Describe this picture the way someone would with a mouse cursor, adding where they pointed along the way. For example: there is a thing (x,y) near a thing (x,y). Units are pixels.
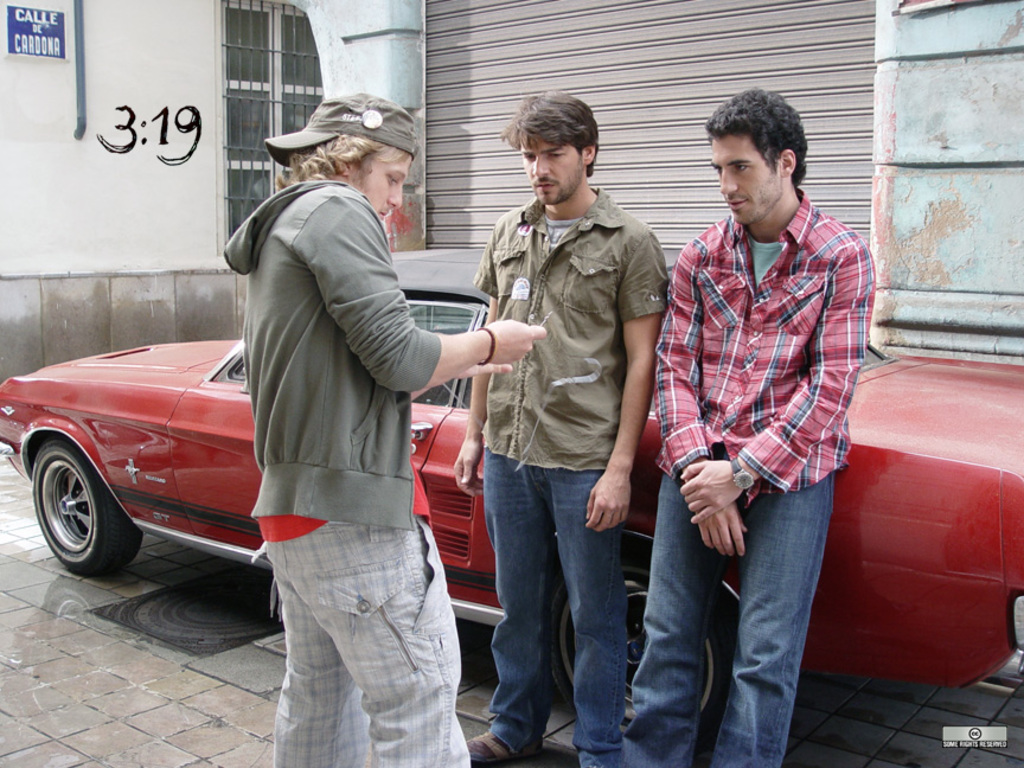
This image is taken outdoors. At the bottom of the image (138,693) there is a floor (65,609). In the background (95,191) there is a wall (976,162) with a window (296,98) and there is a shutter (492,96). There is a board (39,56) with a text (39,56) on it. A car (198,464) is parked on the floor (69,671). The car (437,441) is red in color. In the middle of the image (561,345) three men (463,354) are standing on the floor (146,704).
